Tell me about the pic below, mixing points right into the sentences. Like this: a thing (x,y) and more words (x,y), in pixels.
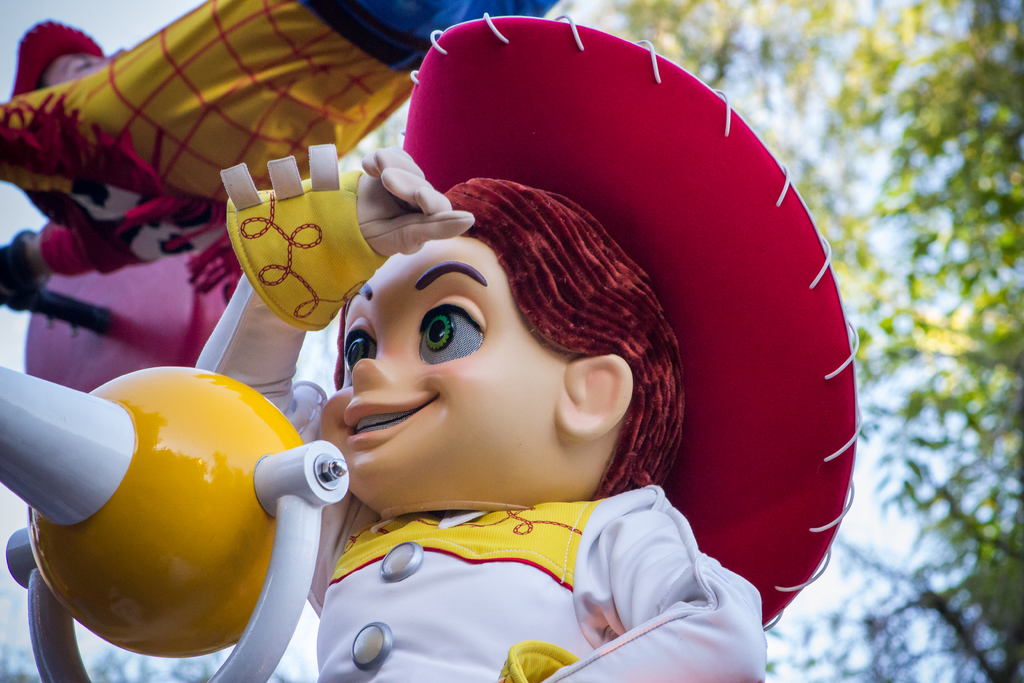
In this image we can see few toys (304,293). There are few trees (877,95) at the right side of the image (871,153).
